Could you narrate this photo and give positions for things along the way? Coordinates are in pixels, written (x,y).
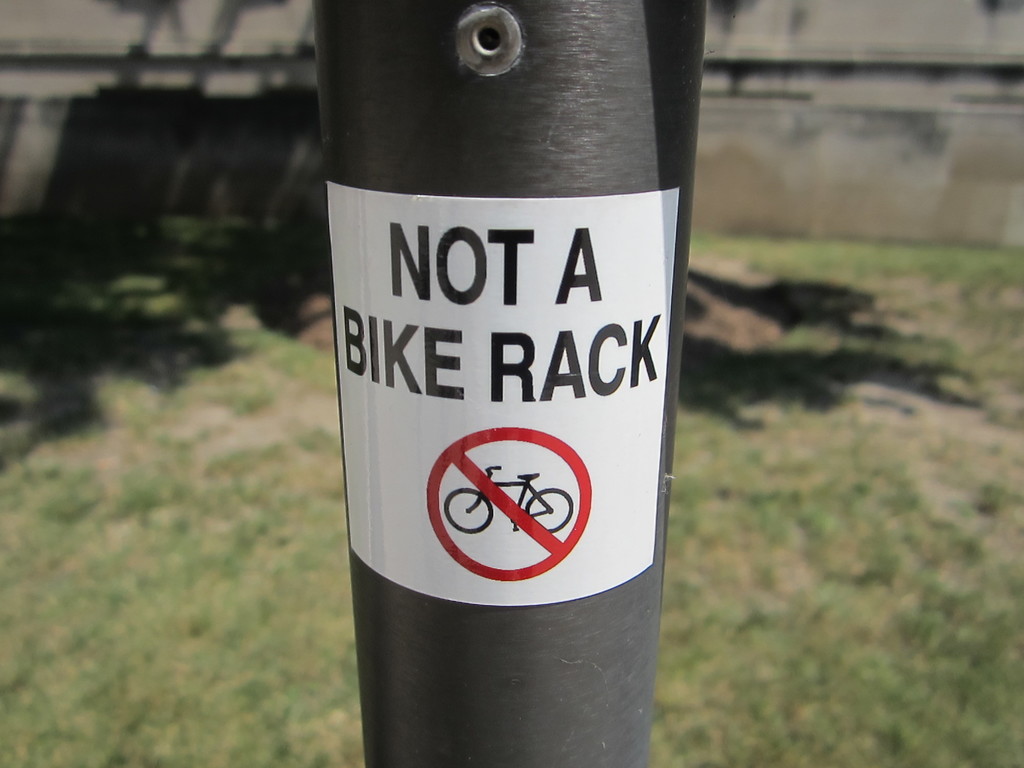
In this image we can see a pole (615,47) with the text paper (491,409). In the background (197,428) we can see the grass (824,353) and also the wall (899,128).
